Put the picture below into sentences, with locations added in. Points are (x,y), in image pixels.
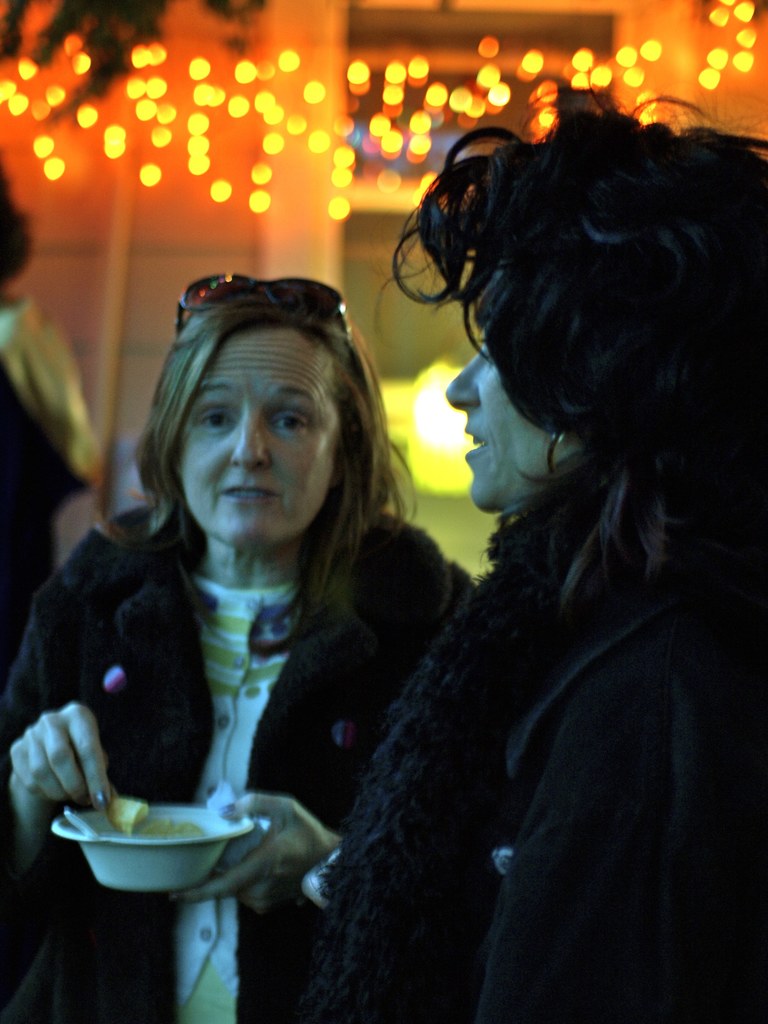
In the picture I can see two women (151,520). There is a woman (713,751) on the right side (579,326) and looks like she is smiling. I can see a woman (235,384) on the left side (244,987) is holding a bowl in her hands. In the background (731,38), I can see the building (146,387). I can see the lighting arrangement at the top of the image (407,133). I can see a person (63,426) on the left side (15,525) though face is not visible.
